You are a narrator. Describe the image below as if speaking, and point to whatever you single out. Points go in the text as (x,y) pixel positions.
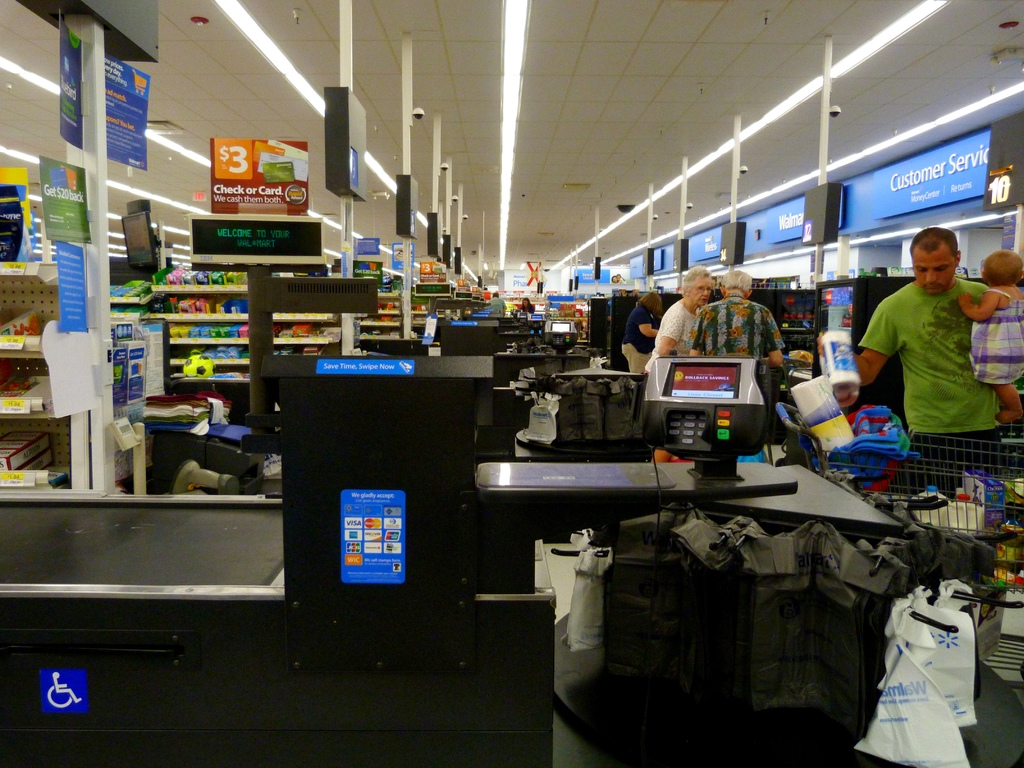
In the image in the center (510,397) we can see one store (450,328). In store (514,398), we can see bill machines (685,440), tables (643,474), poles (259,355), banners (77,371), racks (23,351), food products (16,324), cosmetics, plastic bags (919,741), polythene bags (929,733), wheel carts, boxes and few other objects (807,414). And we can see few persons (909,350) were standing and they were holding some objects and the front man (968,324) is carrying baby (982,336). In the background (579,158) we can see roof (611,117) and lights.
